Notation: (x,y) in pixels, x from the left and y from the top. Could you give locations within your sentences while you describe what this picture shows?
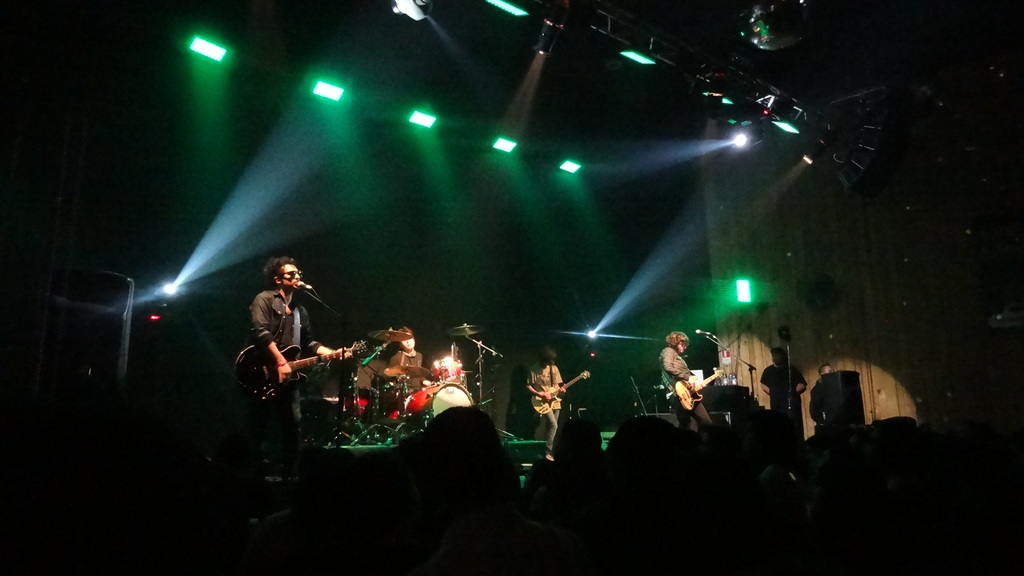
This picture shows a musical event. On the center (672,377) they are three persons (564,392) who are standing with a guitar (684,387) and one of the person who is playing a drum (416,402). on the top (410,3) we can see a light (570,172). On the bottom (327,483) there is a crowd (646,456). On the right (861,309) there is a wooden wall (862,252).
